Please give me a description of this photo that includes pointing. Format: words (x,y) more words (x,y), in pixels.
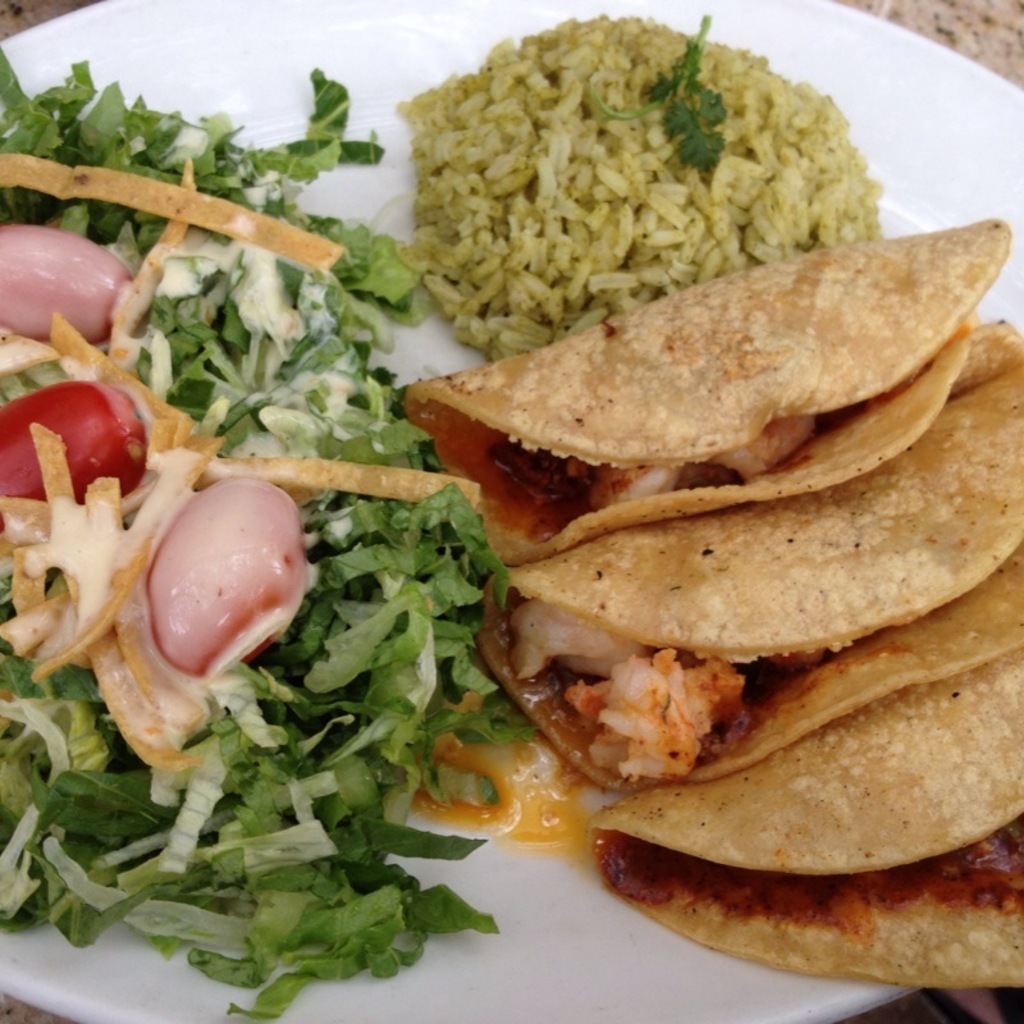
This is a picture of food (417,688) where we can see some rice (587,178), vegetable (287,589) and snacks (793,698) is decorated on white plate (531,939).
